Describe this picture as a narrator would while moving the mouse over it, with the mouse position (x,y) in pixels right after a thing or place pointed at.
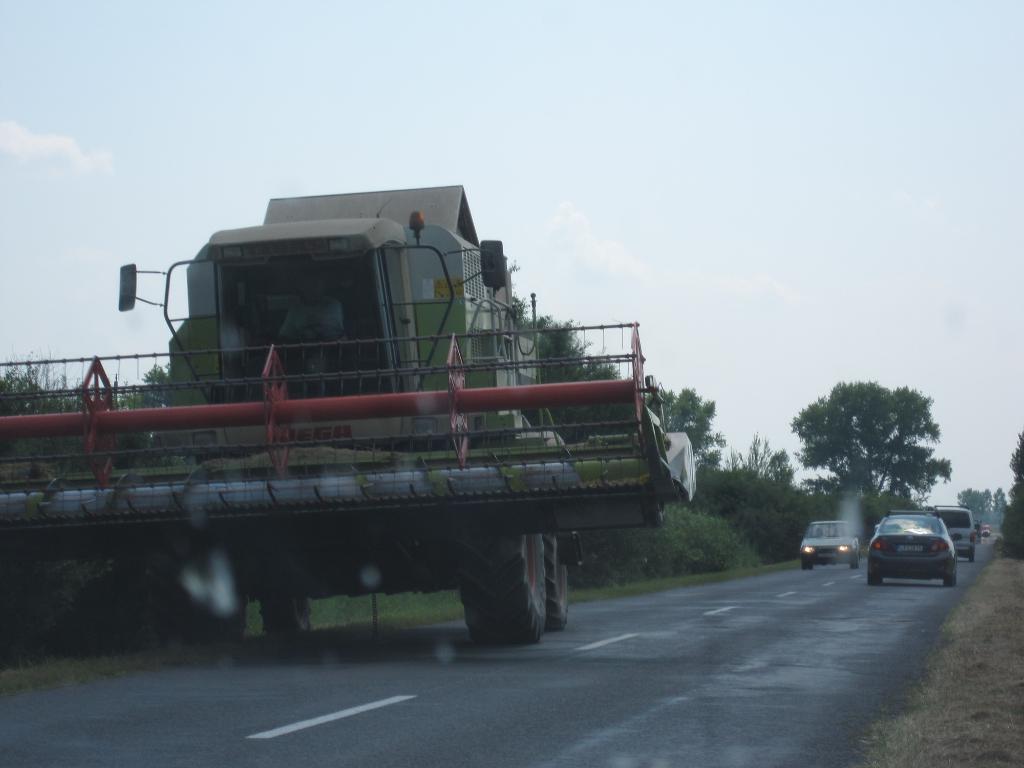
In this image there is a road (823,616), on road (802,617) there are cars (847,549) and a person (300,316) sitting on the truck (414,327). At the side there are trees (815,417) and a sky (755,408).
